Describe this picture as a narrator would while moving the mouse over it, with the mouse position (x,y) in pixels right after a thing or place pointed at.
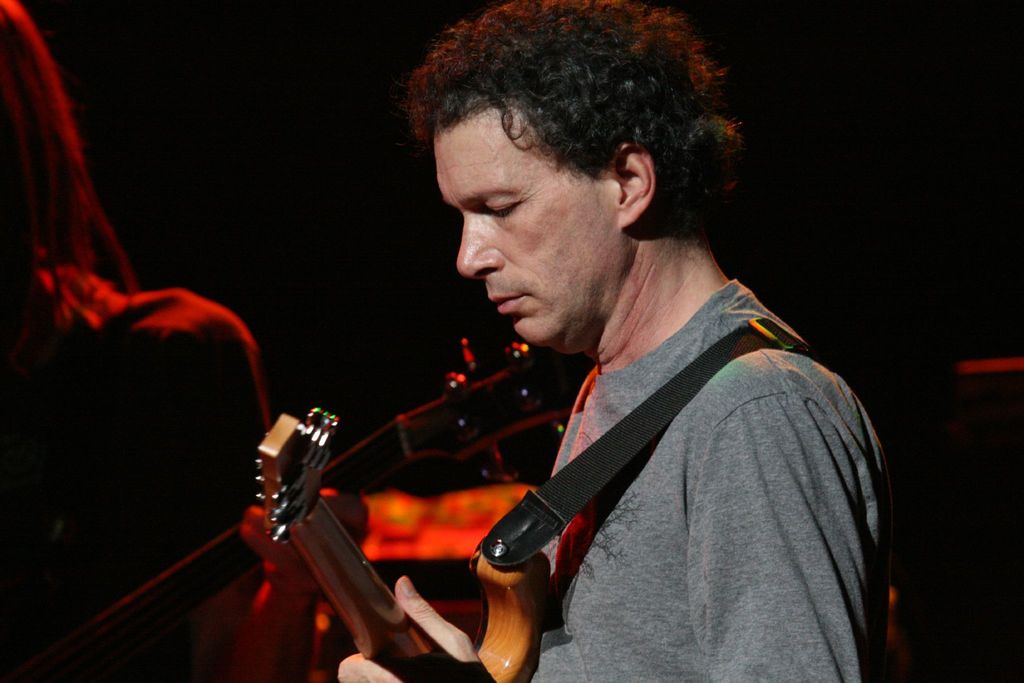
In the center of the image (593,241), we can see a person (637,496) wearing and holding a guitar (504,582) and there is an other lady (111,461) and we can see a musical instrument (381,439) and the background (373,395) is dark.
